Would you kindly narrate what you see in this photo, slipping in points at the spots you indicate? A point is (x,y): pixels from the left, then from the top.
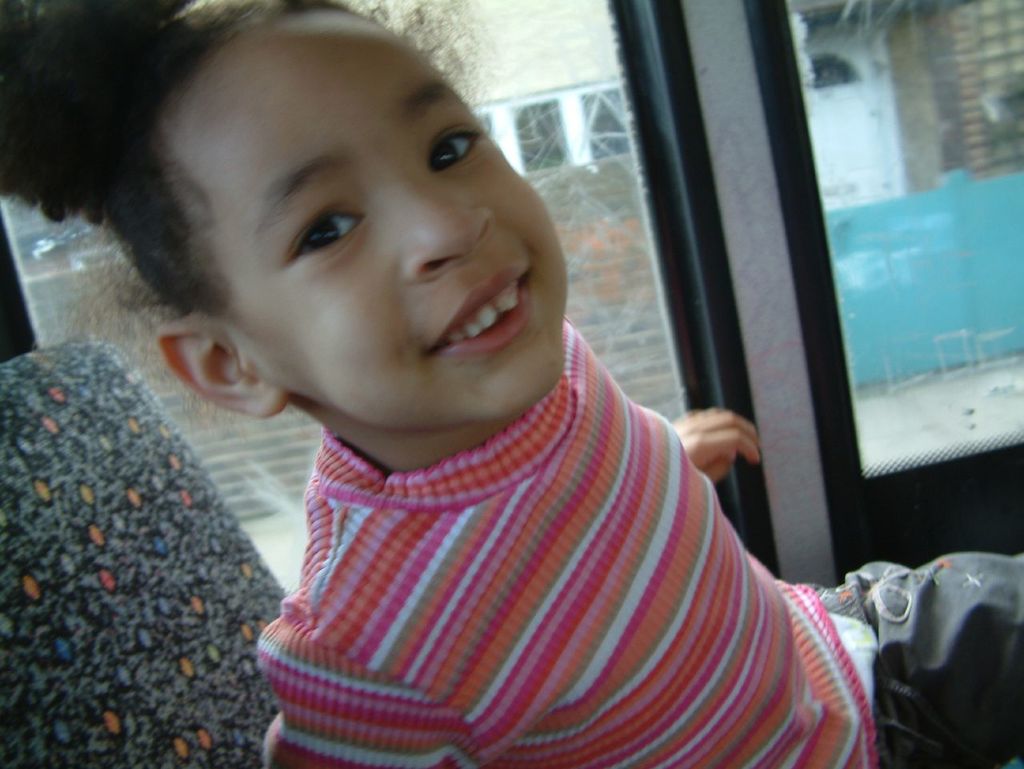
In this image there is a kid (478,334) sitting on a chair (147,526) in the background (856,42) there is a glass window (892,382).
